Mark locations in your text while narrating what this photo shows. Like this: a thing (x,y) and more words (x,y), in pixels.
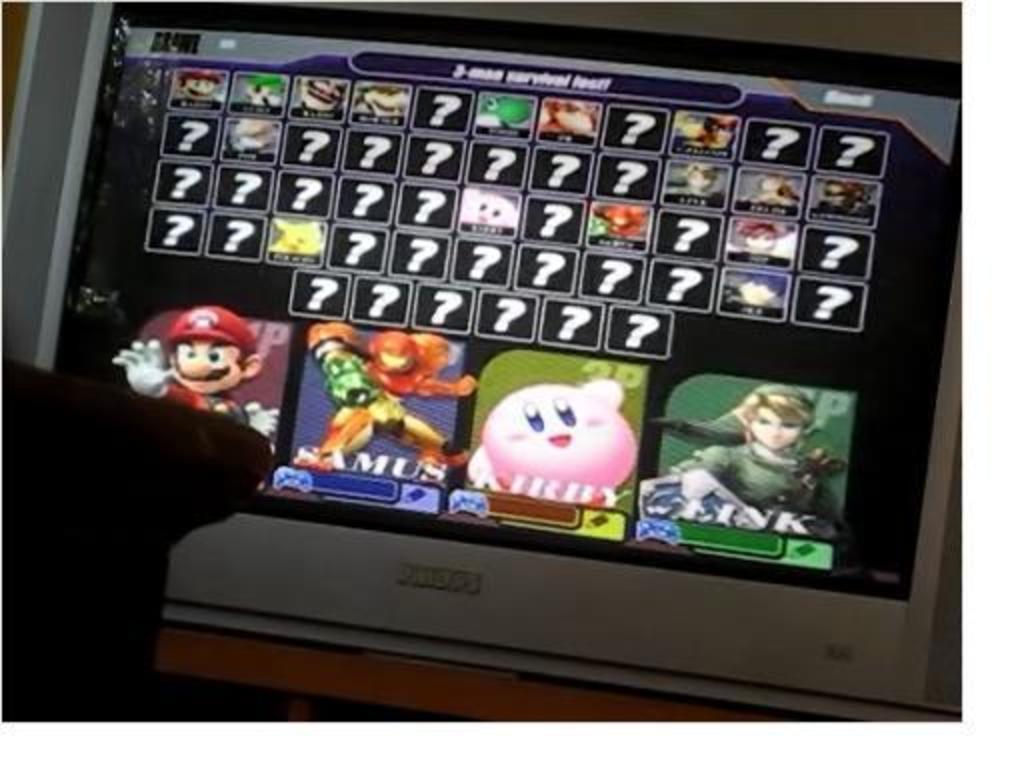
In this image, we can see a television (524,533) on the wooden surface (469,677). On this screen (340,385), we can see symbols (461,496) and animated figures (543,416). On the left side of the image (81,494), there is an object (75,467).
